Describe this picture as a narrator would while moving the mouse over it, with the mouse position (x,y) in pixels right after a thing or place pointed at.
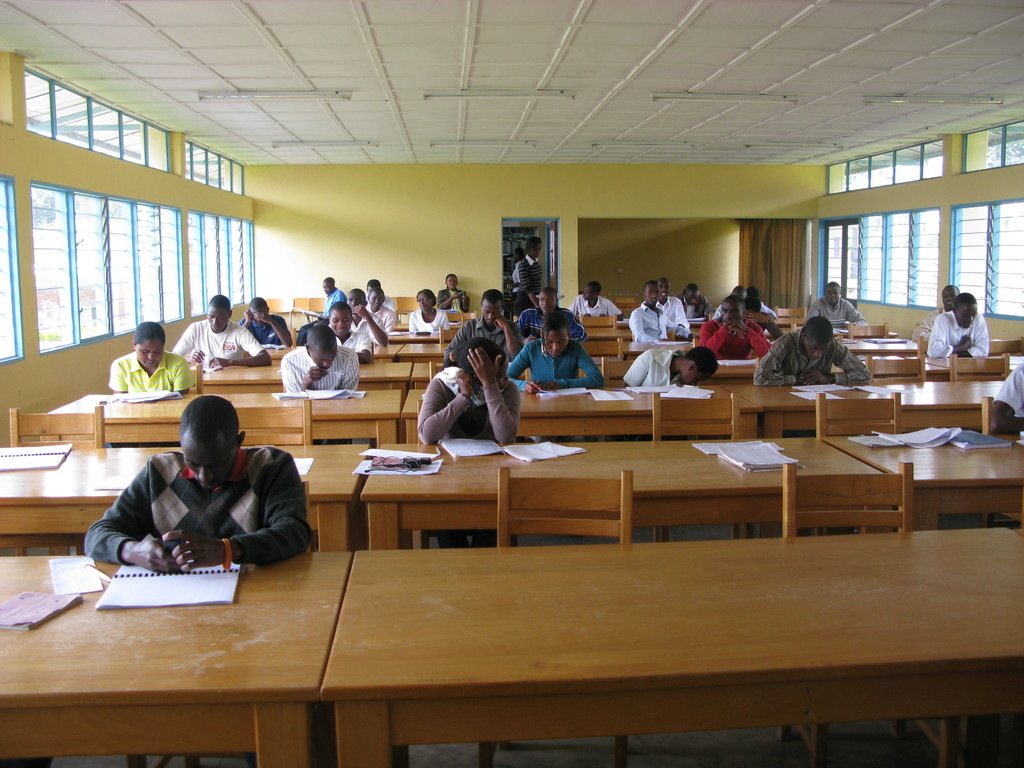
This is an image clicked inside the room (8,330). Here we can see some people (644,333) are sitting on the chairs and writing something on the papers (463,445).
